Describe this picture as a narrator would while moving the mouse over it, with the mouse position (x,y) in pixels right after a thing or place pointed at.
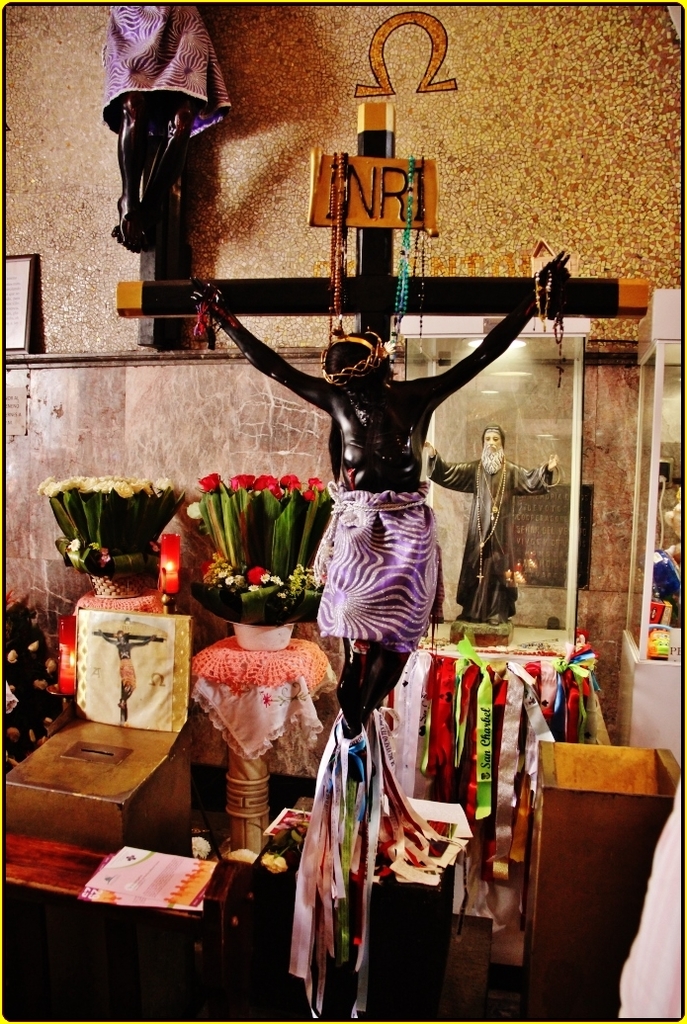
In this image, we can see a statue (379,479). Here we can see few chains (345,237) on it and ribbons (325,829). At the bottom (580,818) we can see few boxes (588,805), some objects (649,916). Background we can see few flower bouquets (263,611) are placed on the pillars (258,708). Here we can see few idols (671,517) in the glass (504,465). Top of the image (504,209), there is a wall (276,212), frame (23,296), statue (138,140) here.
